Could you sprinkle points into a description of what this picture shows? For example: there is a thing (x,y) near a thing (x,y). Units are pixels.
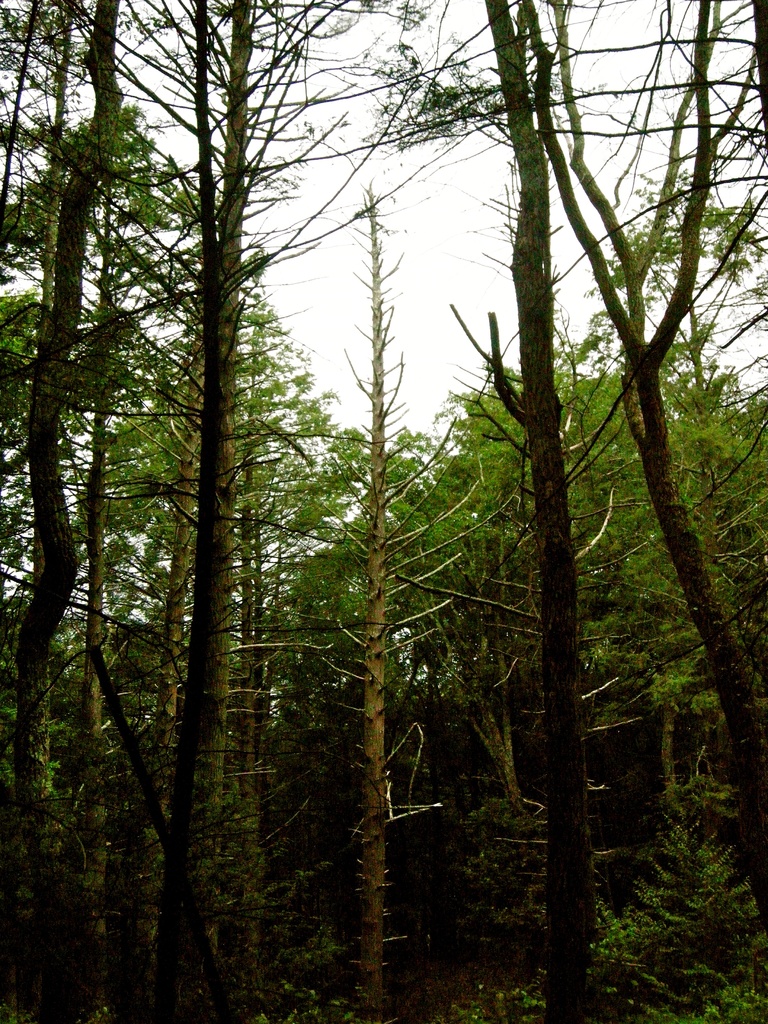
There are trees (335,641) in the foreground area of the image (387,591) and the sky (434,372) in the background (749,50).
